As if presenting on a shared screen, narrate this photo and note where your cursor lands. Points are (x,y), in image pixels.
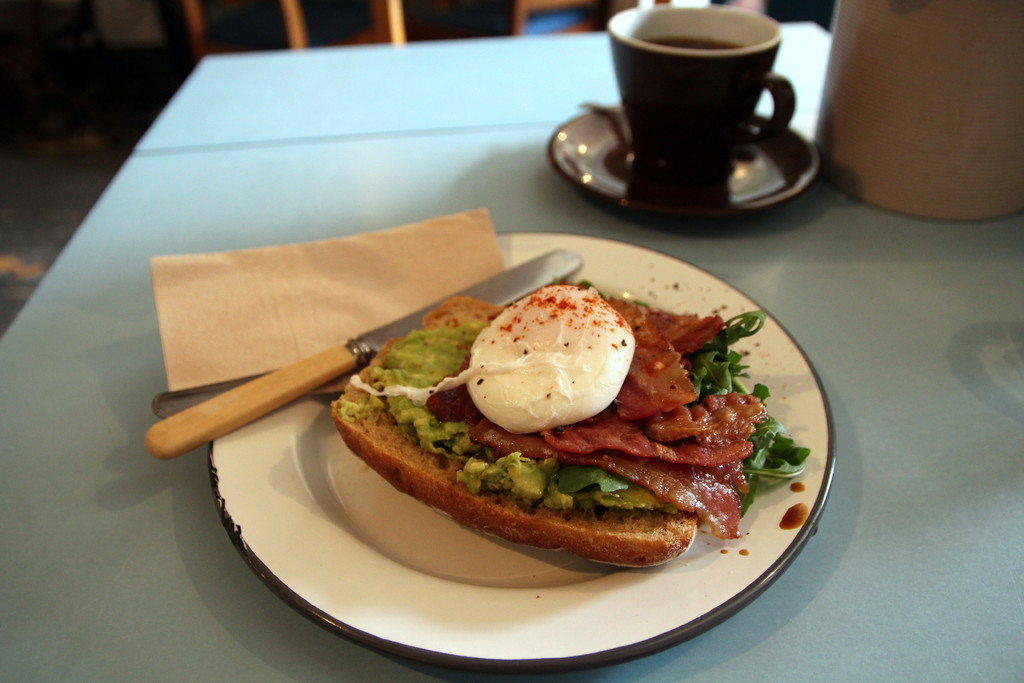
In this image I can see a table (414,150) on which a cup (668,119), saucer (611,154), and plate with food (529,505) and a knife (352,344) are placed. In the background (324,35) I can see the chairs (370,27).
